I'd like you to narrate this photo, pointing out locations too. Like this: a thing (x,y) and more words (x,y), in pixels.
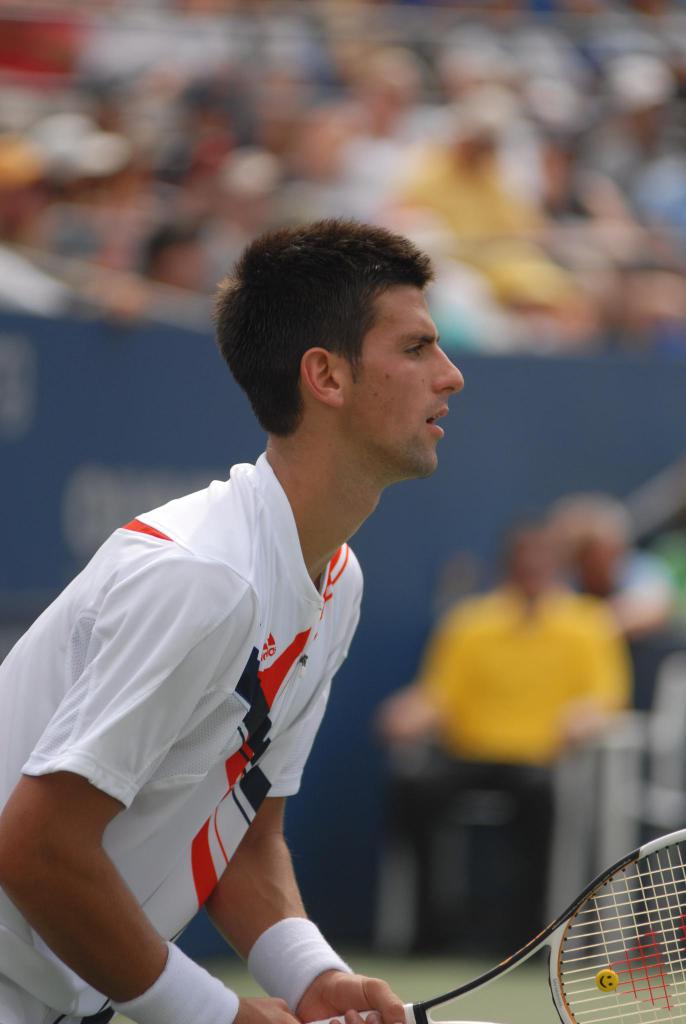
As we can see in the image there is a man (328,576) holding tennis racket (577,957) and the background (571,139) is blurry.
